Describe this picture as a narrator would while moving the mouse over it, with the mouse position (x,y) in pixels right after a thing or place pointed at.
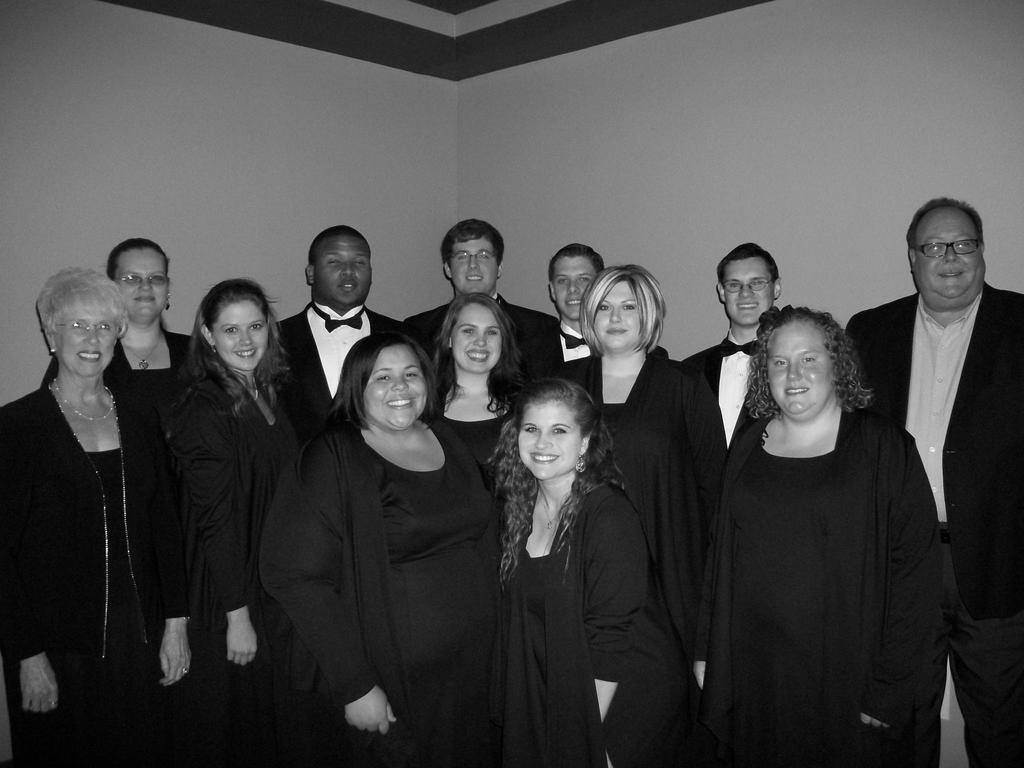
This is a black and white picture. In this picture we can see a group of people (448,651) standing and smiling. A wall (415,150) is visible in the background (300,172).
